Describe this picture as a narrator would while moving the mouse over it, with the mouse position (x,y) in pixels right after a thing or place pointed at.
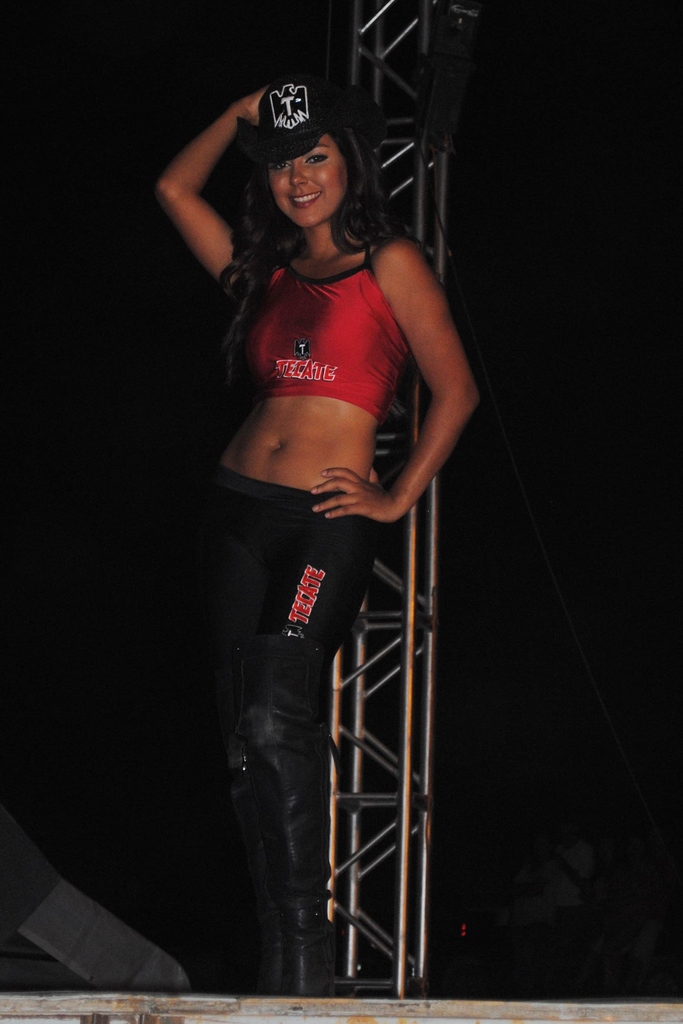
In the center of the image (277,611) we can see one woman (277,692) standing and she is smiling, which we can see on her face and she is wearing a cap (267,104). In the background (371,658) we can see one pole type structure (437,203) and a few other objects (458,89).
